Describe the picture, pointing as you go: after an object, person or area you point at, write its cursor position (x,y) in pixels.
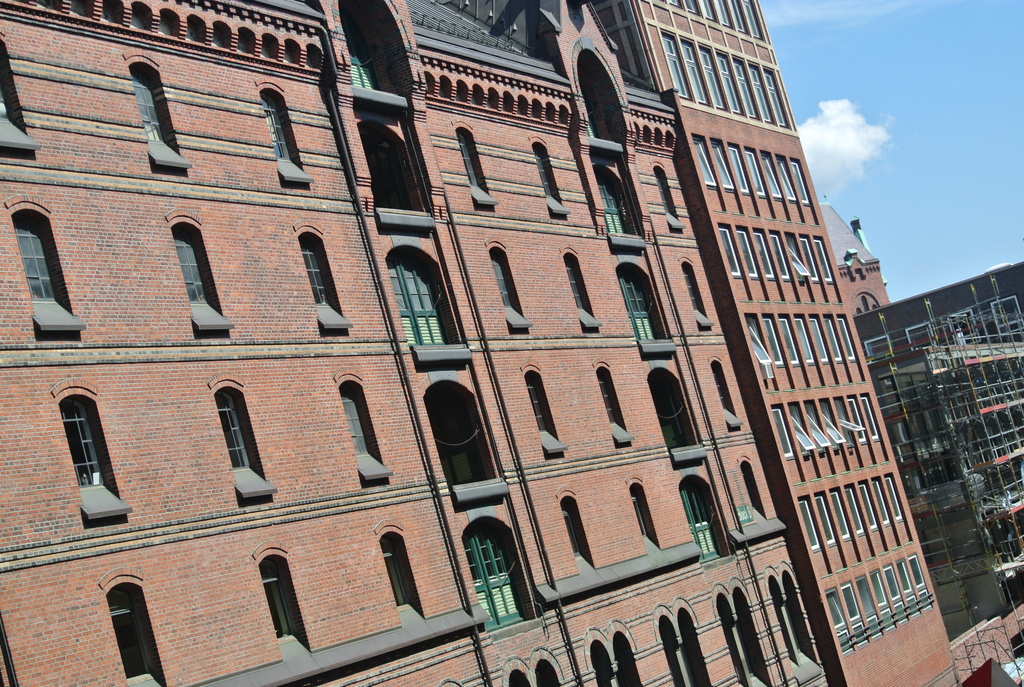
In this image there are buildings (614,394), and in the background (953,225) there is sky (819,181).
